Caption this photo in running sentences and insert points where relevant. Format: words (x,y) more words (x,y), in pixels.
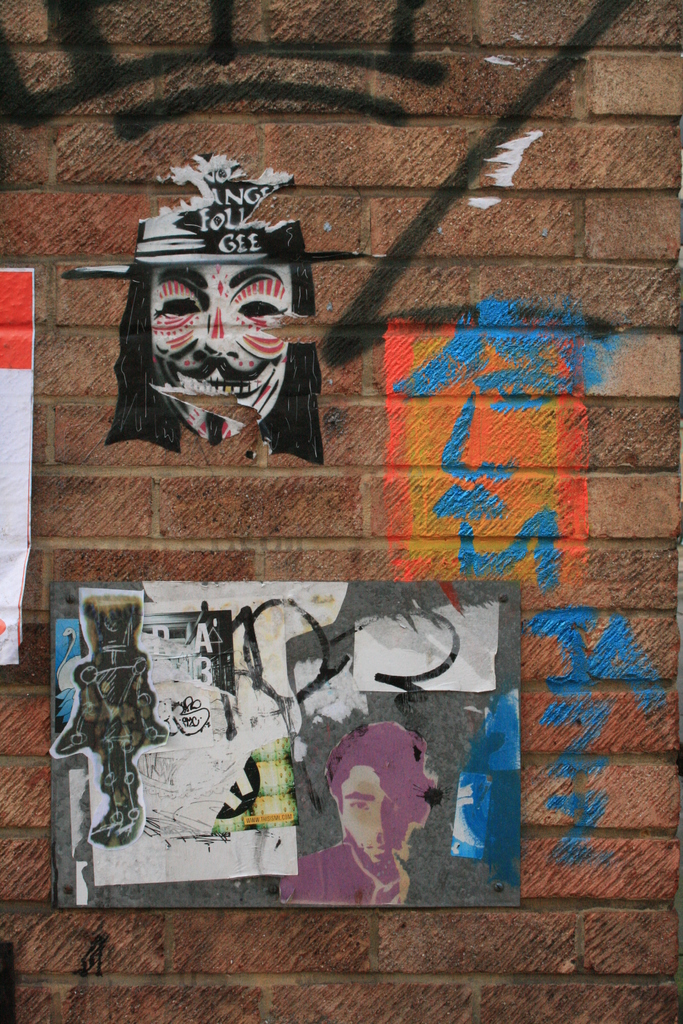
In this picture, it seems like paintings (115,820) on the wall (376,945).
